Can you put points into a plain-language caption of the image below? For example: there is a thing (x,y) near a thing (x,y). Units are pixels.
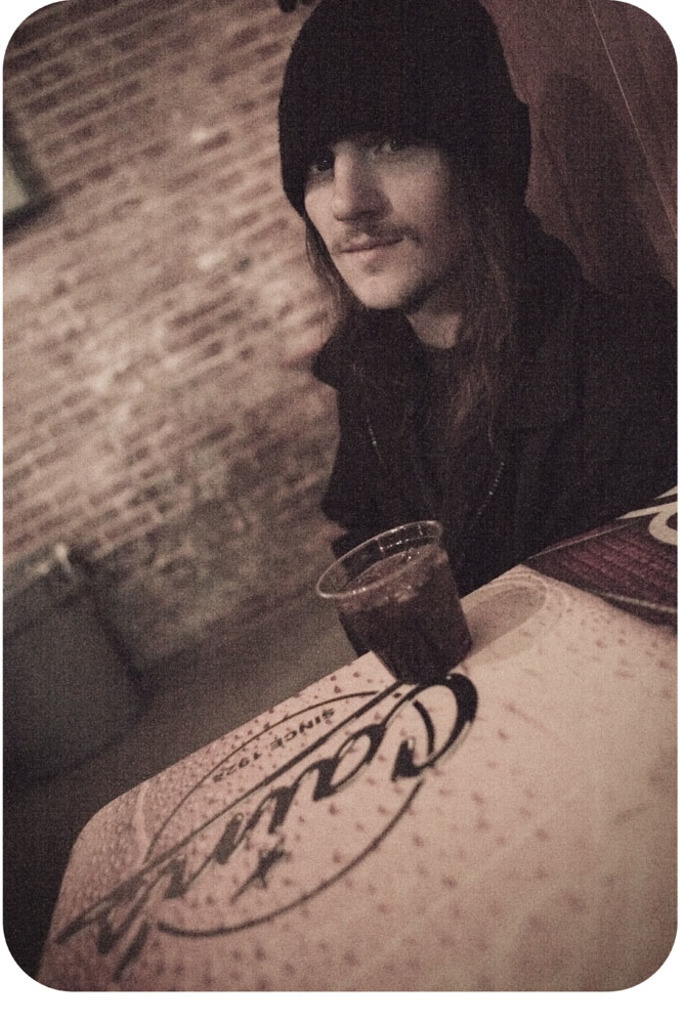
In the picture we can see a photograph of a man (540,461) sitting near the table (519,795), on the table (617,726), we can see a glass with a drink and a man (417,430) is in black jacket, long hair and cap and in the background (143,145), we can see a wall (111,413) with a part of a photo frame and a part of a desk (60,707) near the wall (53,400).
